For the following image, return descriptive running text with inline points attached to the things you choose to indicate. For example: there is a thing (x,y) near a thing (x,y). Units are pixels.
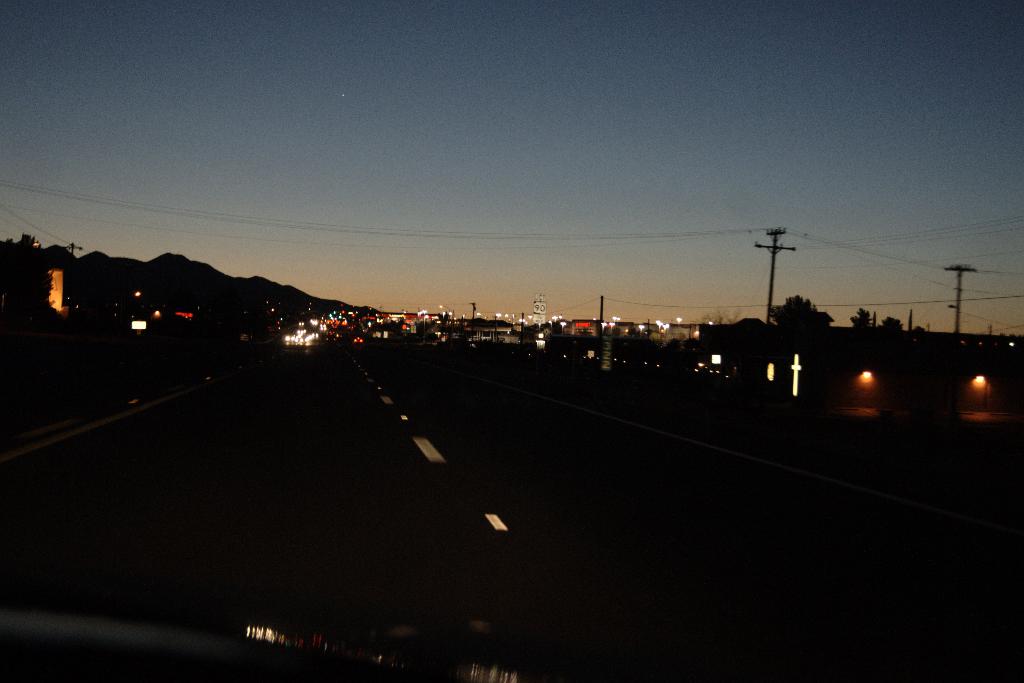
This is an image clicked in the dark. At the bottom (442,517) there is a road (383,472). In the background (140,295) there are many buildings (833,388), trees (804,316), poles (774,248) and lights (297,336) in the dark. At the top of the image (499,129) I can see the sky (330,192).
